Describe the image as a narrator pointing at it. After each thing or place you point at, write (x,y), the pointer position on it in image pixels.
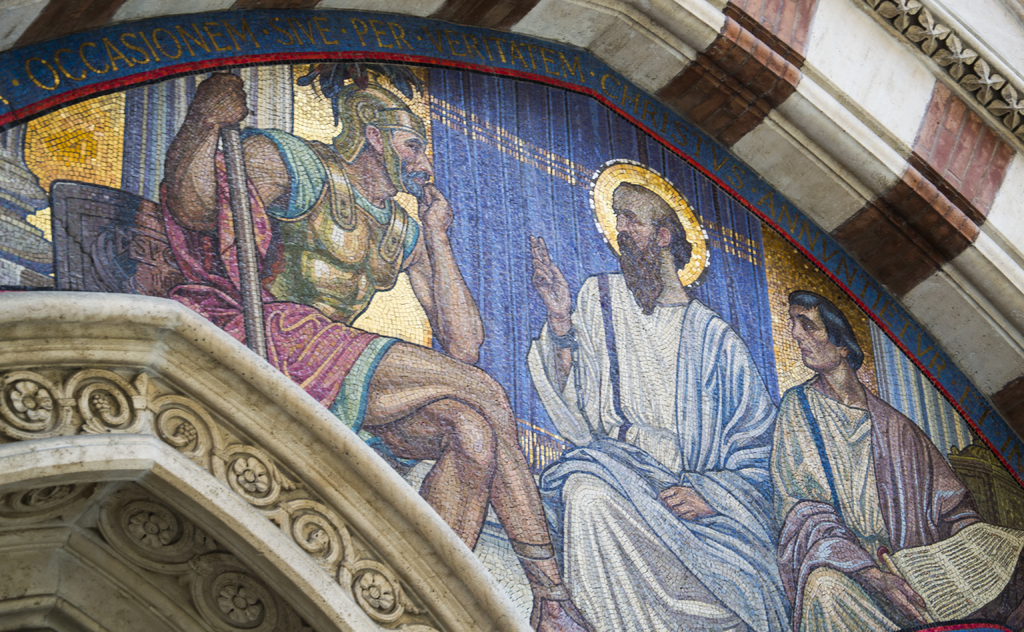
In this image we can see a painting (465,316) on a building (64,311), there are three persons (635,379) sitting.
